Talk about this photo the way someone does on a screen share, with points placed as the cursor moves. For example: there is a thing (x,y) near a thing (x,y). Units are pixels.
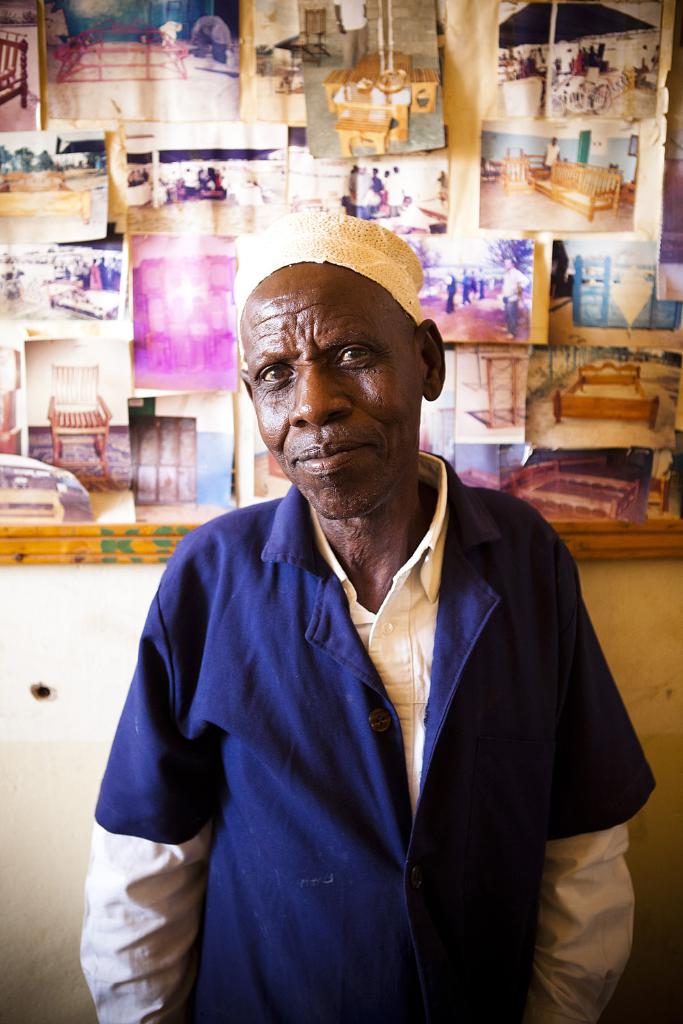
In the middle of the image (267,509) there is a man (221,852) standing on the floor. In the background (45,735) there is a wall (45,703) and there is a board (172,408) with many pictures (244,150) and posters (472,467) on it. The board (58,536) is placed on the wall (67,601).
